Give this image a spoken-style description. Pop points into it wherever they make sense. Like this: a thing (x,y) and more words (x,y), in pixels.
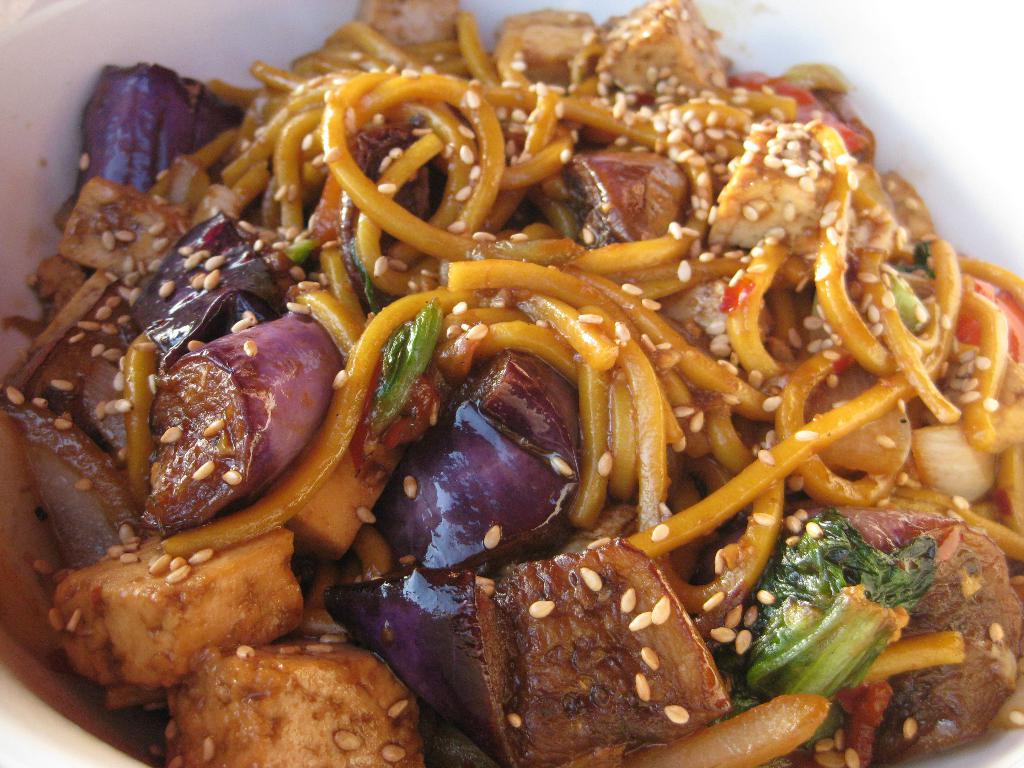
This image consist of food (635,354) which is in the bowl (90,59).
